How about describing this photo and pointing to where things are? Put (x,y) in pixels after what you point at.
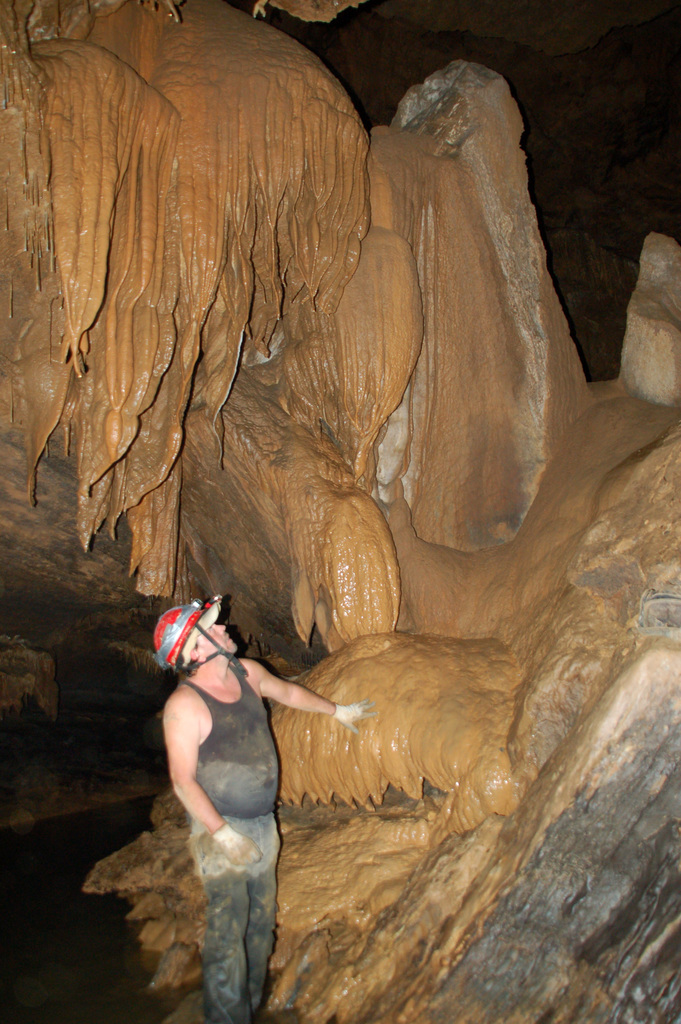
In the picture I can see a man (242,933) is standing and wearing a helmet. In the background (250,605) I can see something.
